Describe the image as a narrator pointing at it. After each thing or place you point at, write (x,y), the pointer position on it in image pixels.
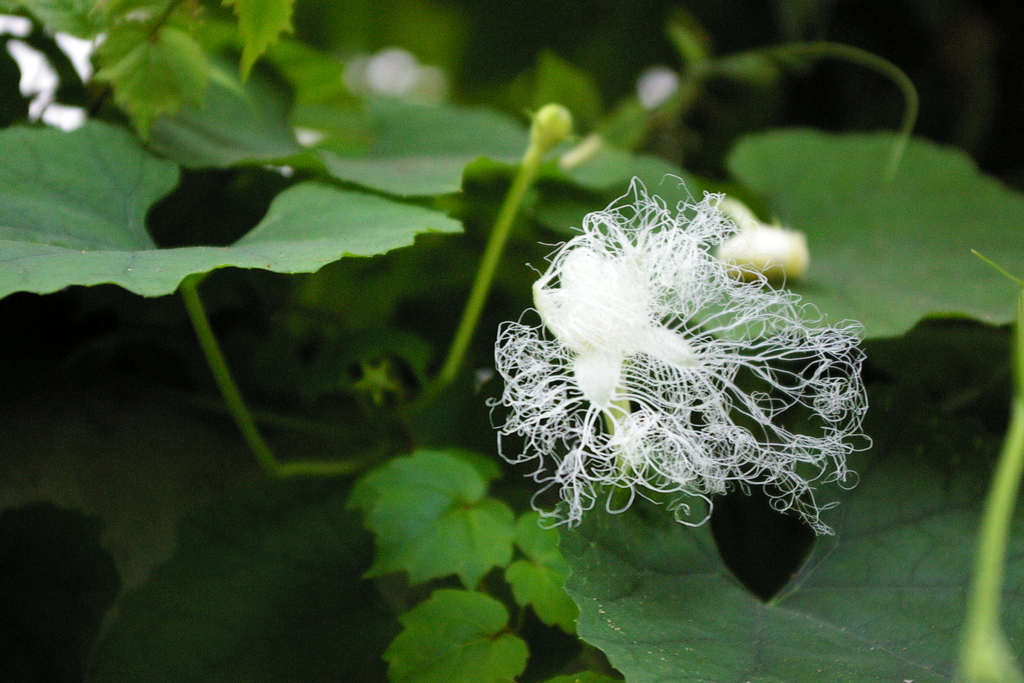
In this image we can see flowers (658,304) and buds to a plant (520,433). In the background (698,502), we can see some plants (1014,422).
